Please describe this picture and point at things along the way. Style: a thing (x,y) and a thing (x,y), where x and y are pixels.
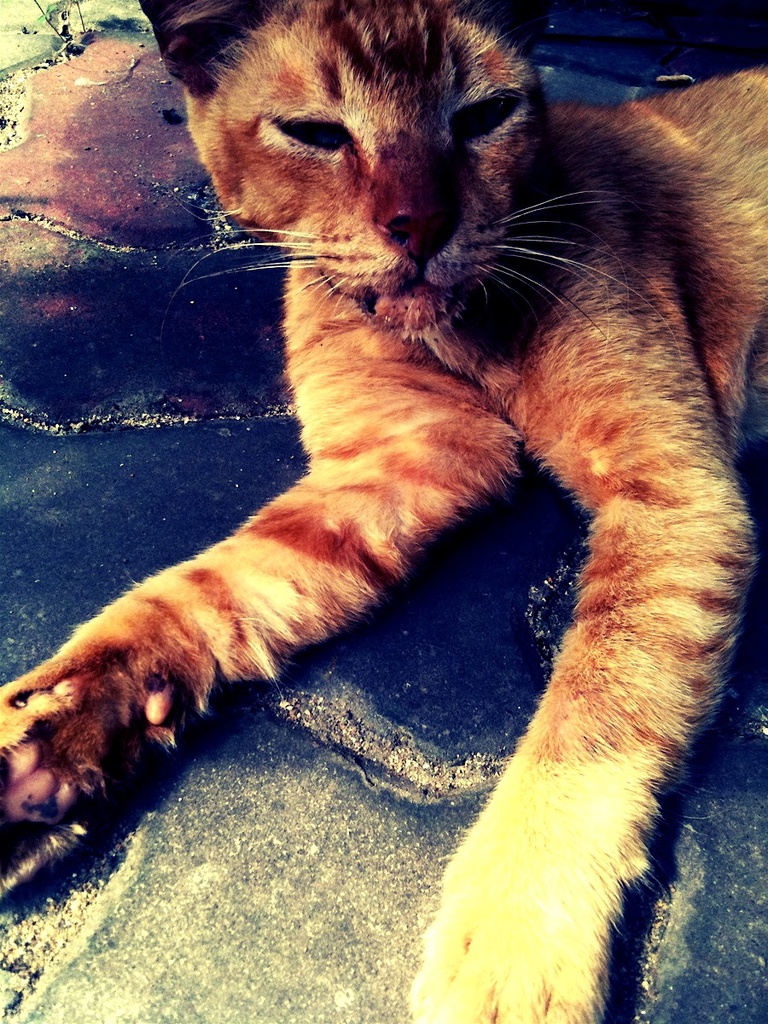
It's a cat (705,484) on the floor (538,681) which is in brown color.
